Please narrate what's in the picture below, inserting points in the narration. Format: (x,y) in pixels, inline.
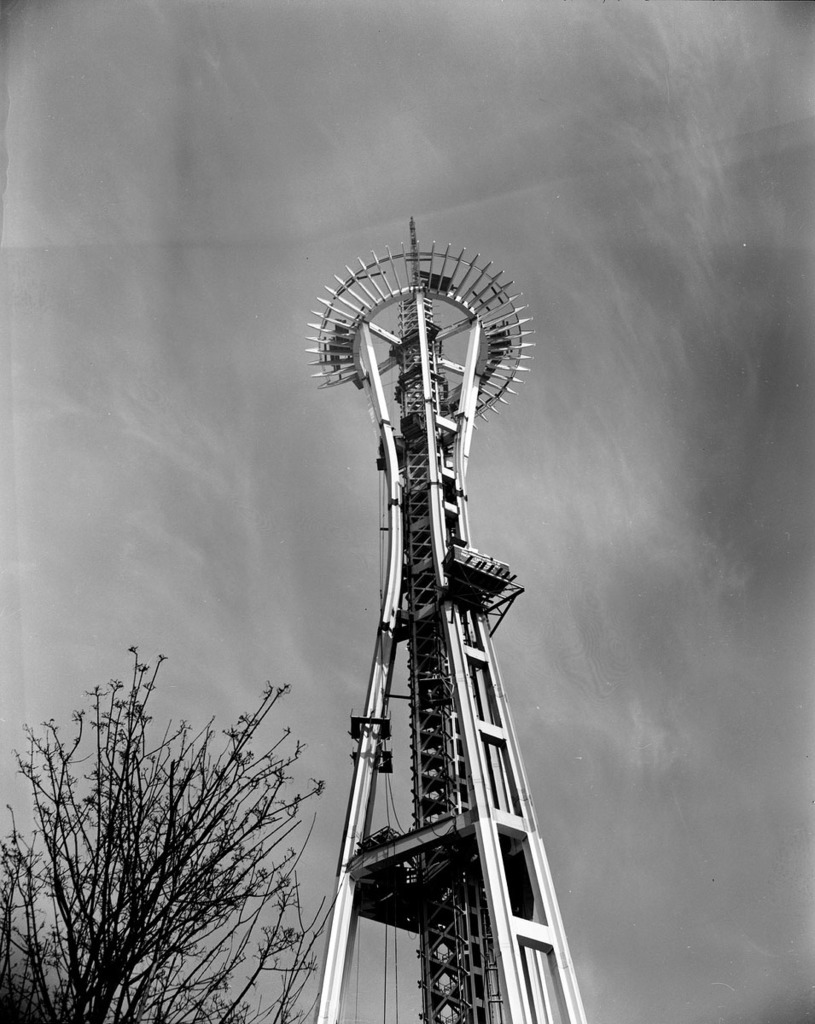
This a black and white picture. In this picture we can see the sky (578,74), tower (371,884). On the left side of the picture (149,850) we can see a tree (205,950).
